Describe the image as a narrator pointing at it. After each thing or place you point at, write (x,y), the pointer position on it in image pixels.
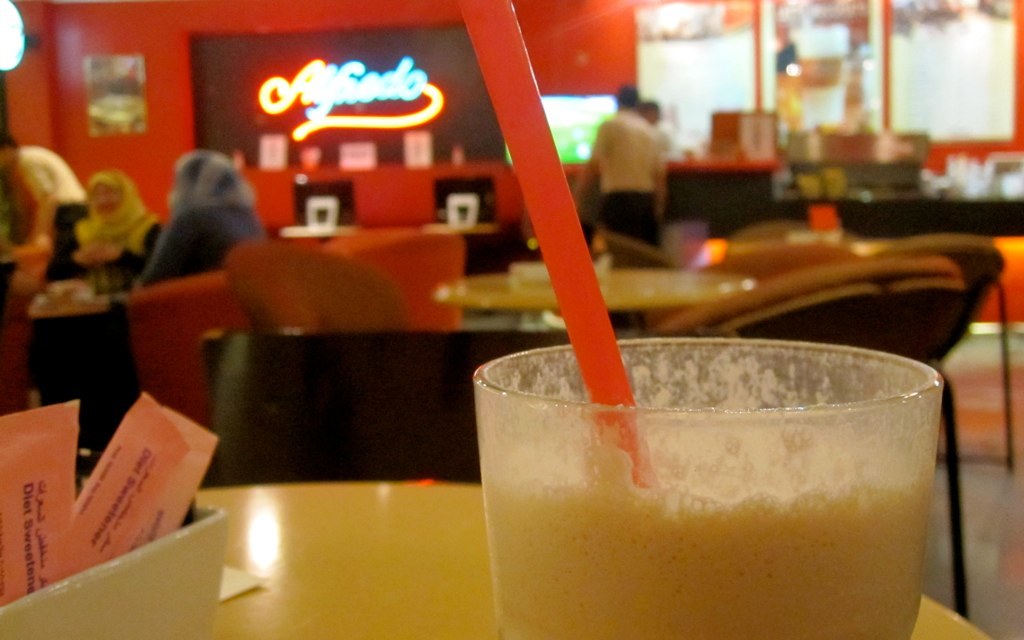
on the table (350,519) there is a glass (631,531) and a straw (559,269). behind that there are more tables (643,281) and chairs (468,339). at the left (187,269) people (175,255) are sitting.
